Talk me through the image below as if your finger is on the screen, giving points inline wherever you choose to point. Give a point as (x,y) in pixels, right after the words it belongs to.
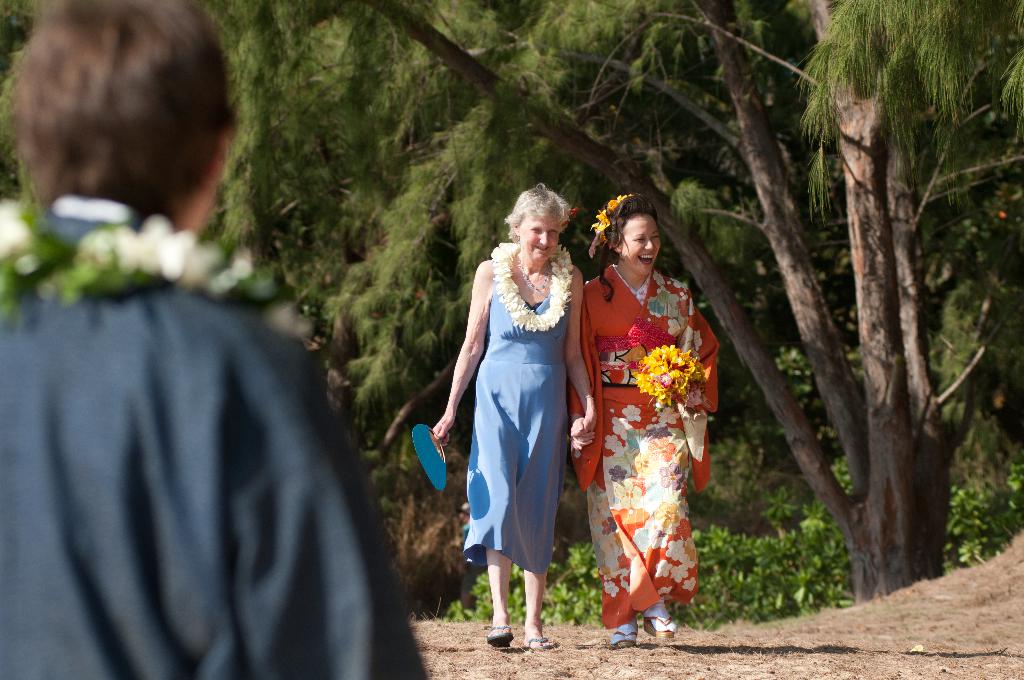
In the middle of the image (525,344) we can see two women (526,518) are walking on the ground (568,668) and they are smiling. In the background (567,192) we can see plants (992,506) and trees (377,264). On the left side of the image (61,477) we can see a person (136,606) who is truncated.
